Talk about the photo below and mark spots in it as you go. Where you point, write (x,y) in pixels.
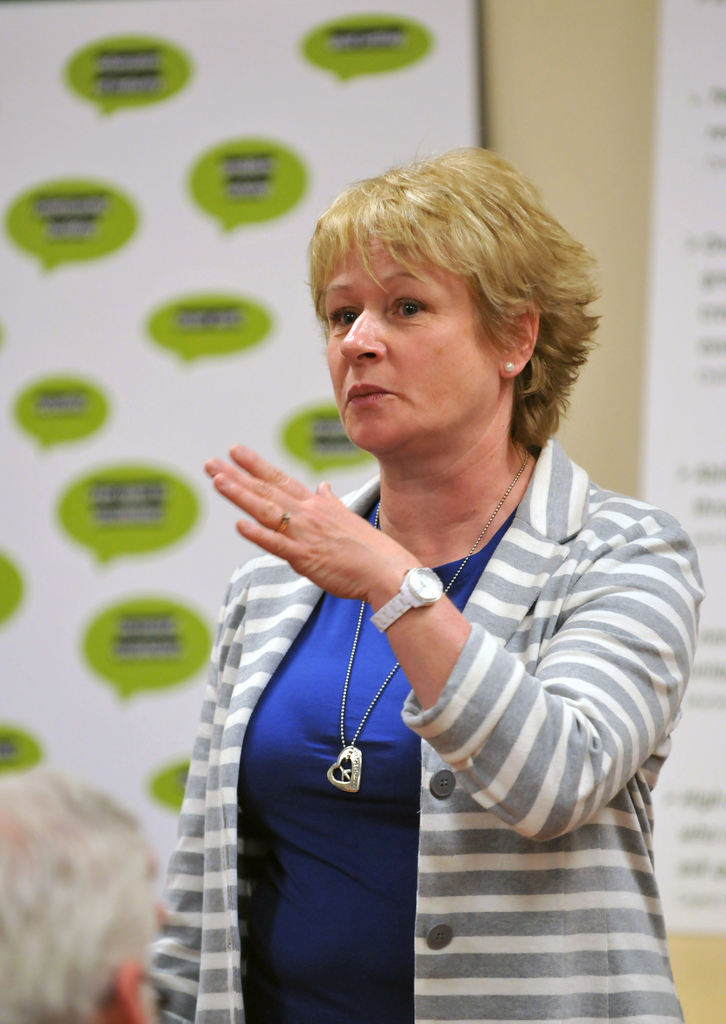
In the image there is a blond haired woman (426,641) in white and grey sweat shirt (521,666) standing in the middle (464,679) and behind her there are banners (155,131) on the wall (644,139).
